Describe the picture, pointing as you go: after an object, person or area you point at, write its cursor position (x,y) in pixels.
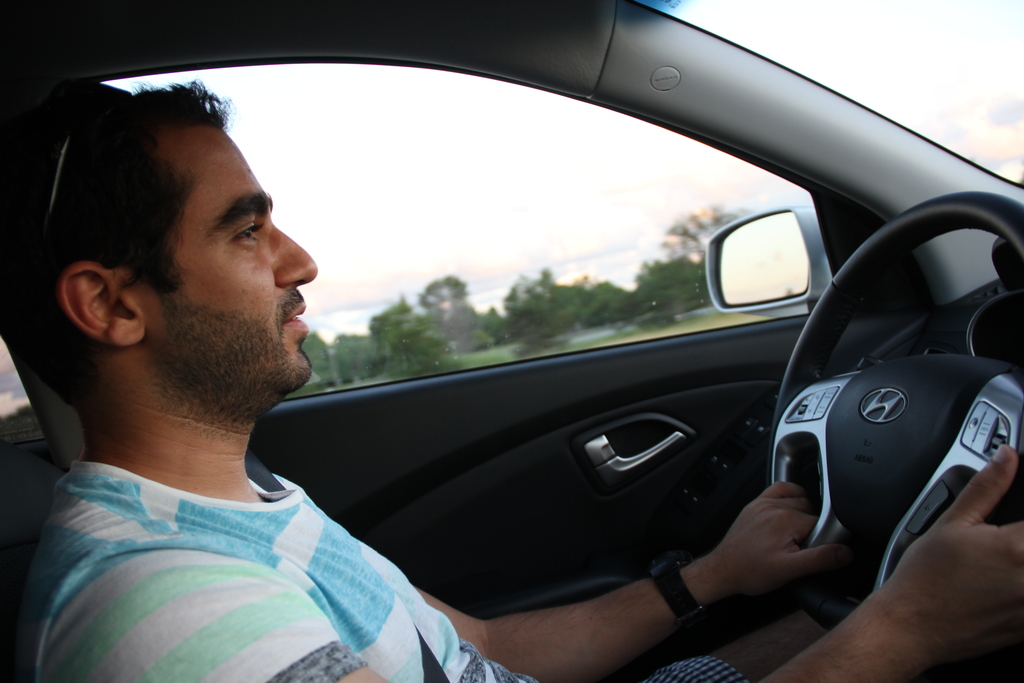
In this image there is a person (317,523) inside the car (475,397), there is a mirror (780,225), door (596,415), steering (1008,392), visible, through the window (364,209) of the car (980,299) I can see the sky (390,218), trees (380,320).
